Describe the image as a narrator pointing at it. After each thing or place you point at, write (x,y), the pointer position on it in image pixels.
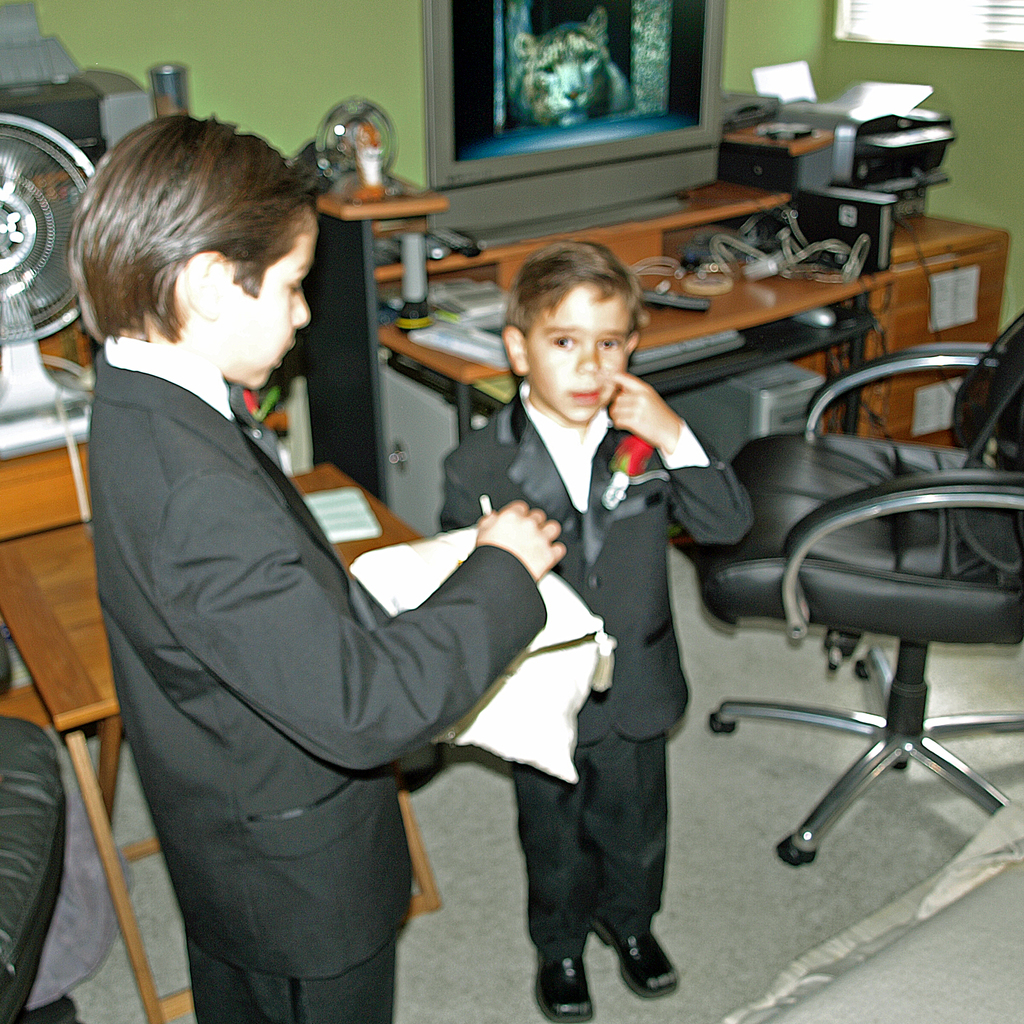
In this image, In the right side (851,602) there is a chair (925,473) which is in black color, on that table (768,301) there are some objects (801,228) kept, There is a television (584,188) which is in ash color kept on the table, In the left side (182,648) there are boy (456,477) standing in the background (30,511) there are some yellow color table (24,577) there is a fan (27,310) on the table (83,574), There is a green color wall (252,74).
